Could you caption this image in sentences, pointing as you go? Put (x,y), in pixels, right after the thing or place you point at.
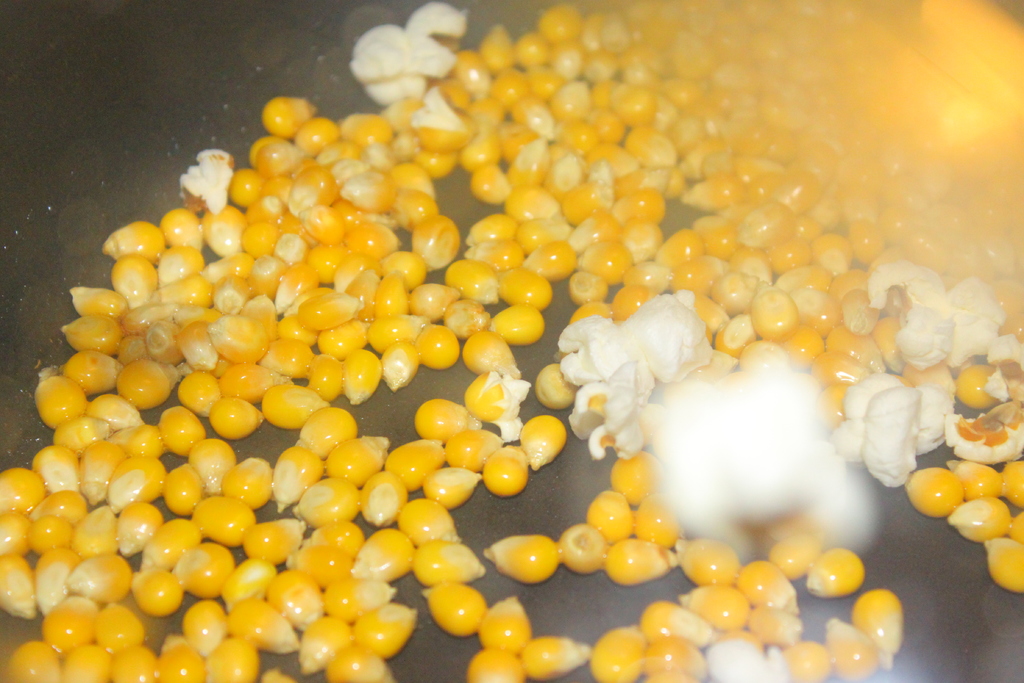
In this image we can see corn (70,483).
